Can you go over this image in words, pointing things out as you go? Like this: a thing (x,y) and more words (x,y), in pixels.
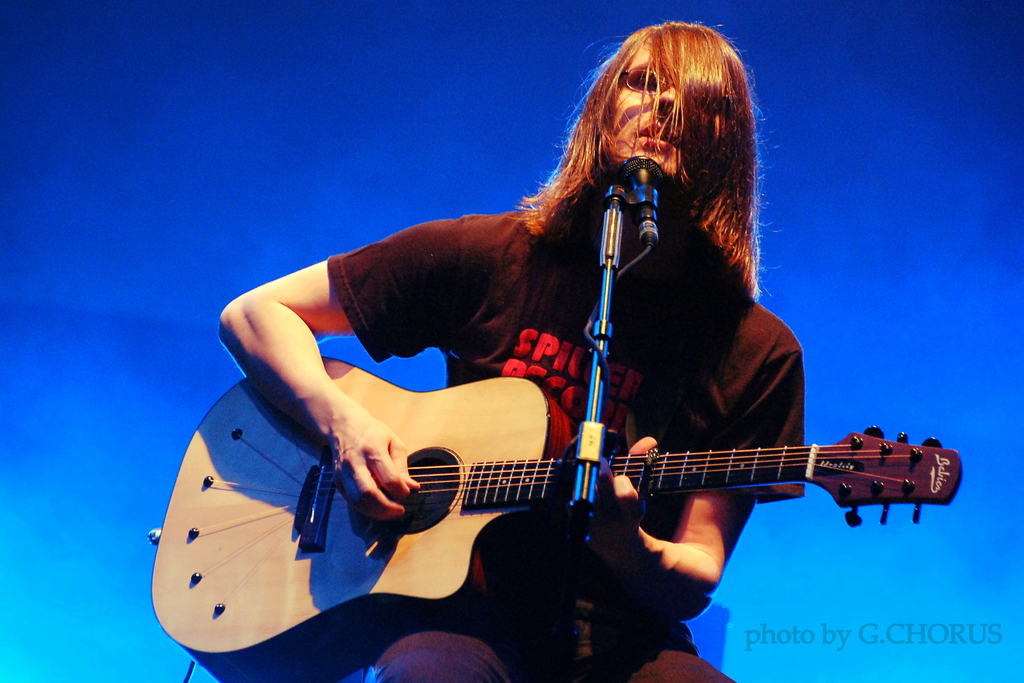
In this image a person (730,79) is sitting on the chair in front of the mike (643,220) and singing a song and playing guitar (474,482). The background (990,607) is blue in color. At the bottom (926,628) a text (962,629) is there right. This image is taken inside a stage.
